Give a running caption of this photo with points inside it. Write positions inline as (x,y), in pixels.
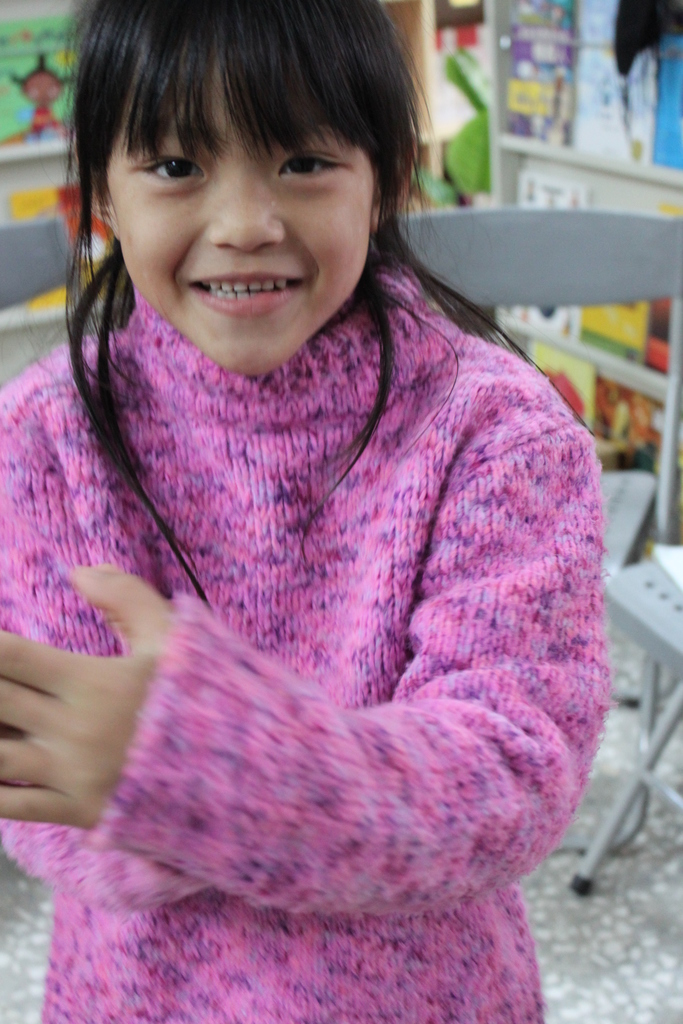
In this image, we can see a girl (297,707) wearing a pink color dress (298,542). In the background (674,430), we can see some chairs (60,268), shelf (671,172) with some objects (631,427) are placed. At the bottom (535,891), we can see a floor (650,944).
